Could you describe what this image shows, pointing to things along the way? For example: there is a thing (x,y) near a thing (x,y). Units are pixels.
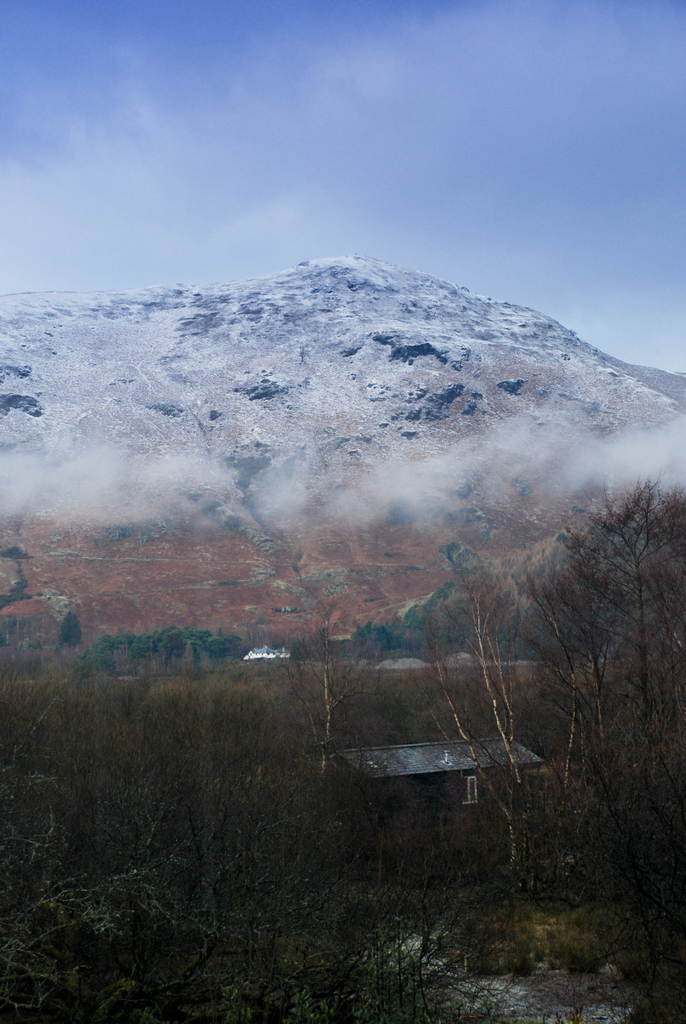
In this image in the foreground (566,717) there are some trees (492,723) and house (442,761), and in the background (356,618) there are some mountains (231,417) and fog (133,501). At the bottom (565,943) there is grass (574,934), and at the top of the image (212,96) there is sky (246,209).
